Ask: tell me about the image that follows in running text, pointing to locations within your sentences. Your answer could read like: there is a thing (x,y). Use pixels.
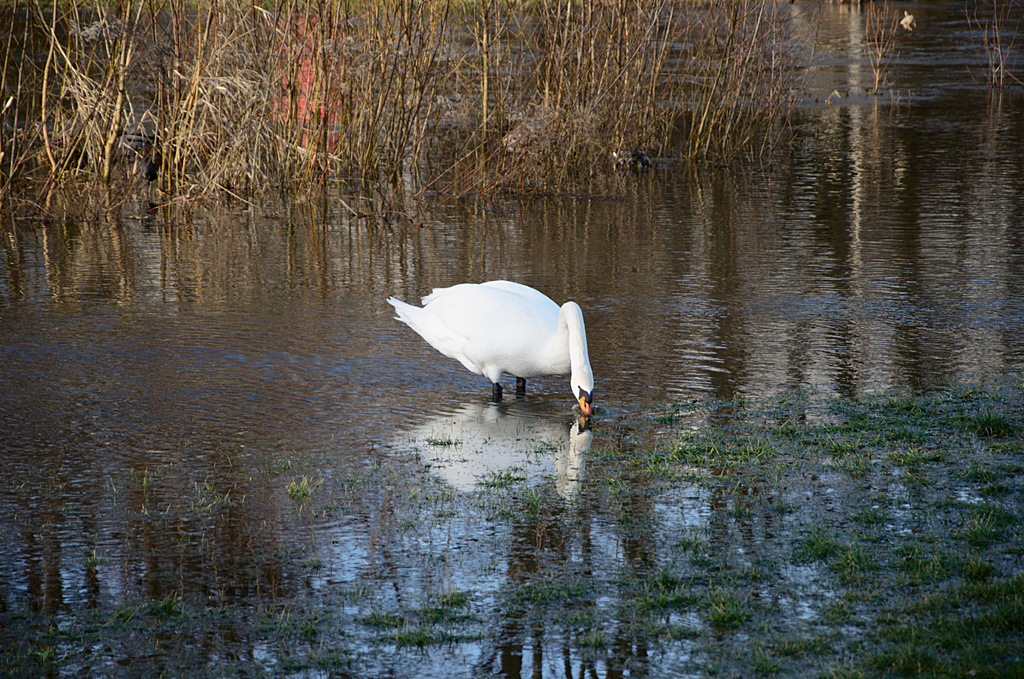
In this image, we can see a swan (492,328) in the water (484,429). We can also see some grass (880,644), plants (445,113). We can also see some objects (285,92). We can see the reflection (470,473) of the swan (533,353) in the water (470,430).
